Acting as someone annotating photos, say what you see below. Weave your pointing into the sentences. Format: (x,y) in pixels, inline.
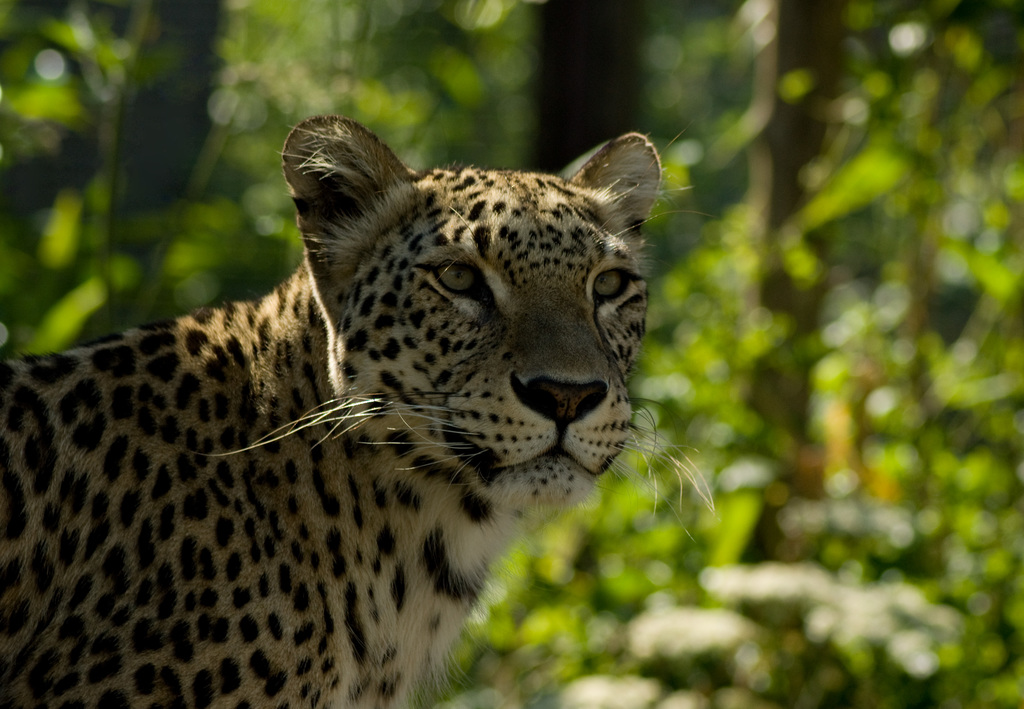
In this image we can see a leopard (520,208), there are trees (661,343), the background (617,74) is blurry.
